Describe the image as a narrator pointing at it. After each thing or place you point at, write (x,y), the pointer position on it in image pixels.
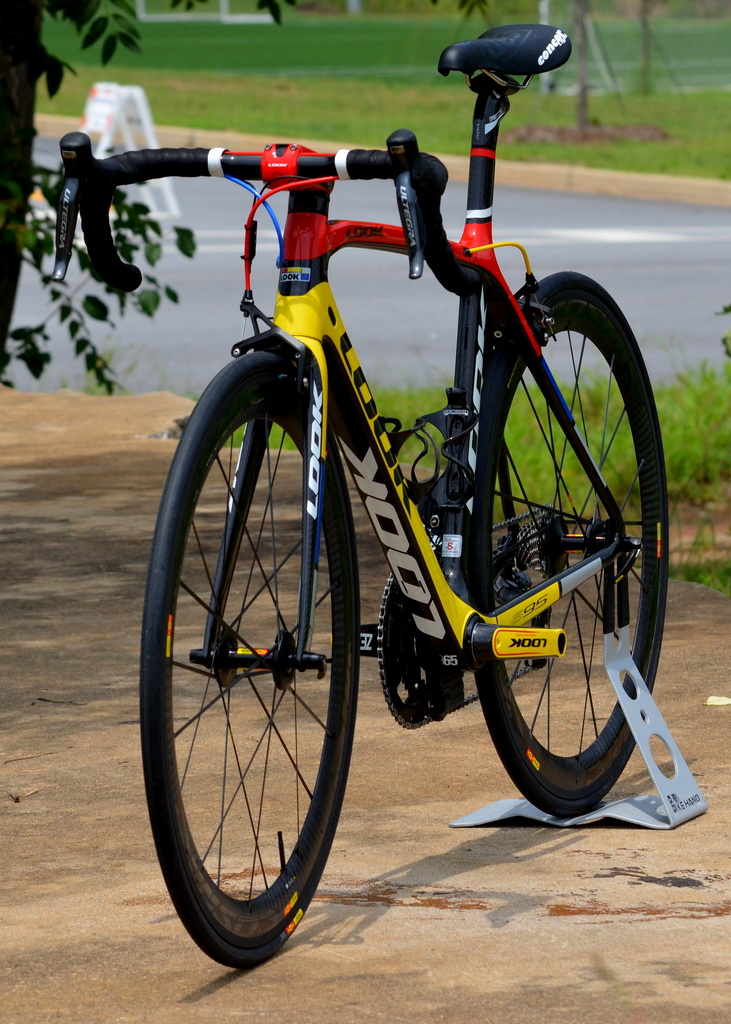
In this image I can see a bicycle (389,524) in front (307,210). I can also see something is written on this bicycle (429,570). In the background (718,494) I can see grass (70,98), a road (267,235), a tree (34,12) and a white colour thing (118,82) on the road (168,235).
